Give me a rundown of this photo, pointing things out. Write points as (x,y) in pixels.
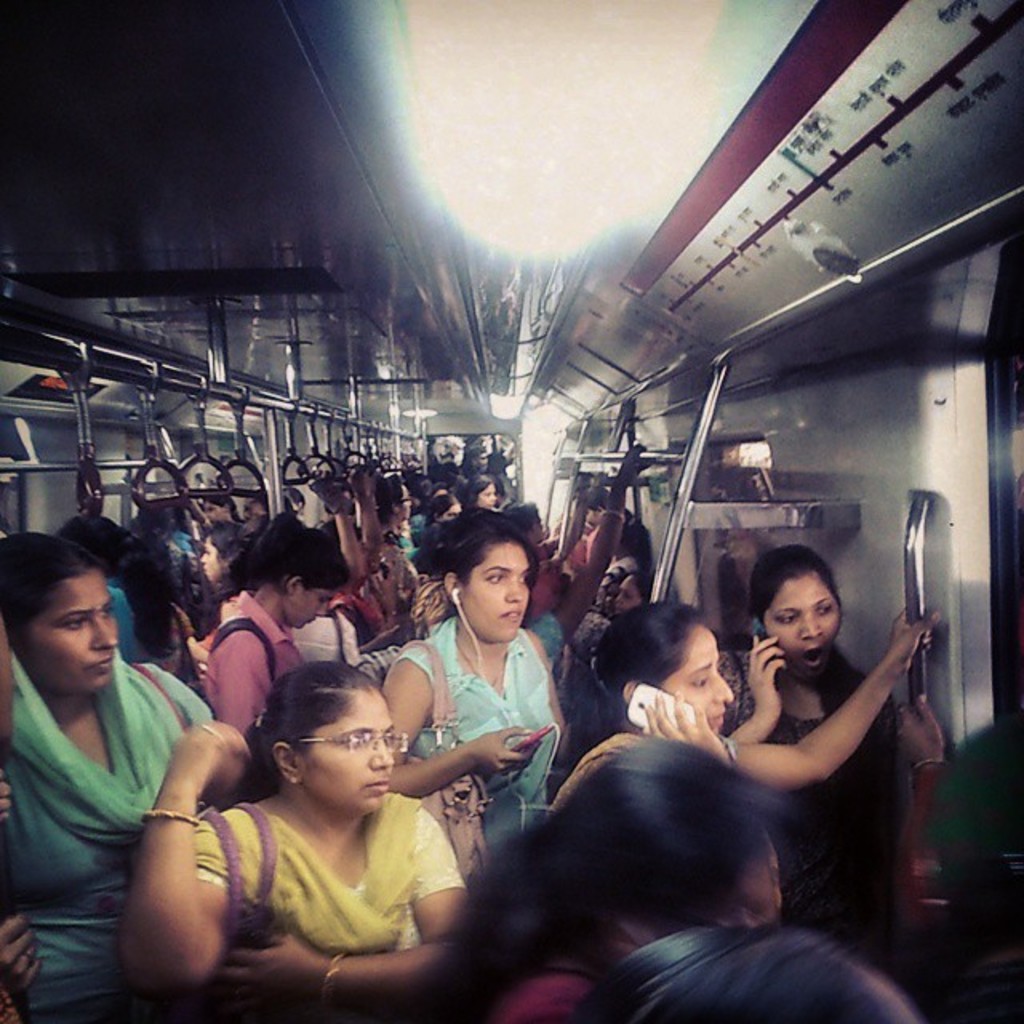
In this image there are people (511,528) standing in the train (871,26). On top of the image (449,118) there are lights (547,164).
